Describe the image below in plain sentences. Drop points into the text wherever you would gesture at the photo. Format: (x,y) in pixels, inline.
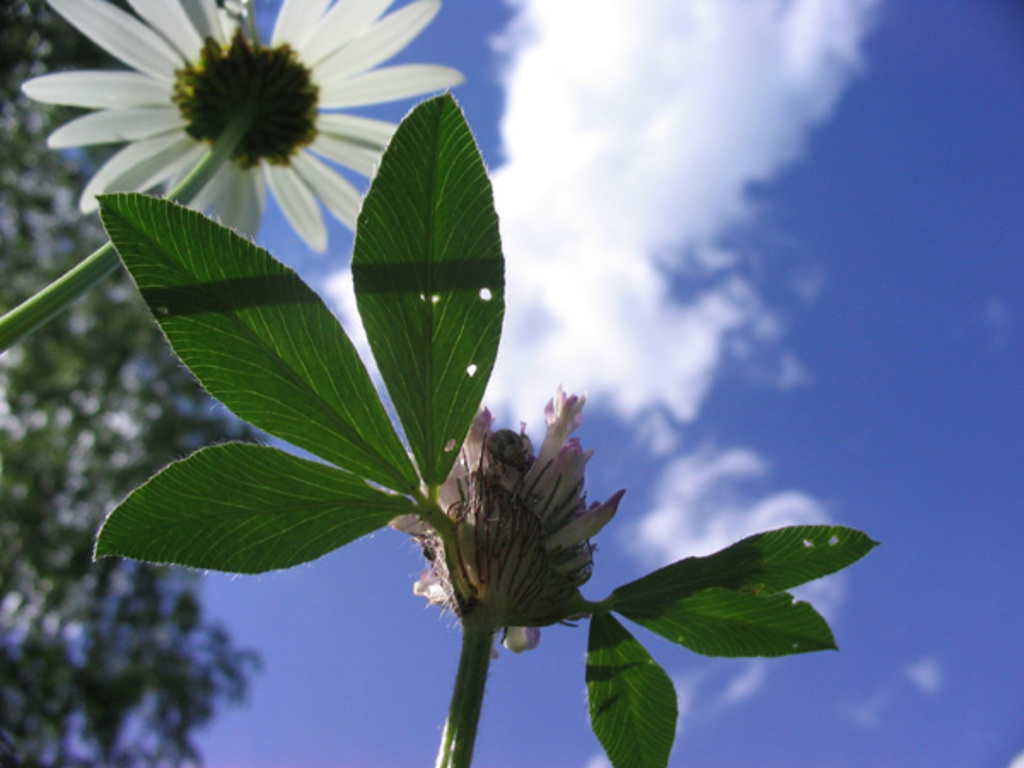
In this image we can see some flowers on the plants (449,258) and in the background (621,174), we can see the sky (658,191) with clouds (603,375).
